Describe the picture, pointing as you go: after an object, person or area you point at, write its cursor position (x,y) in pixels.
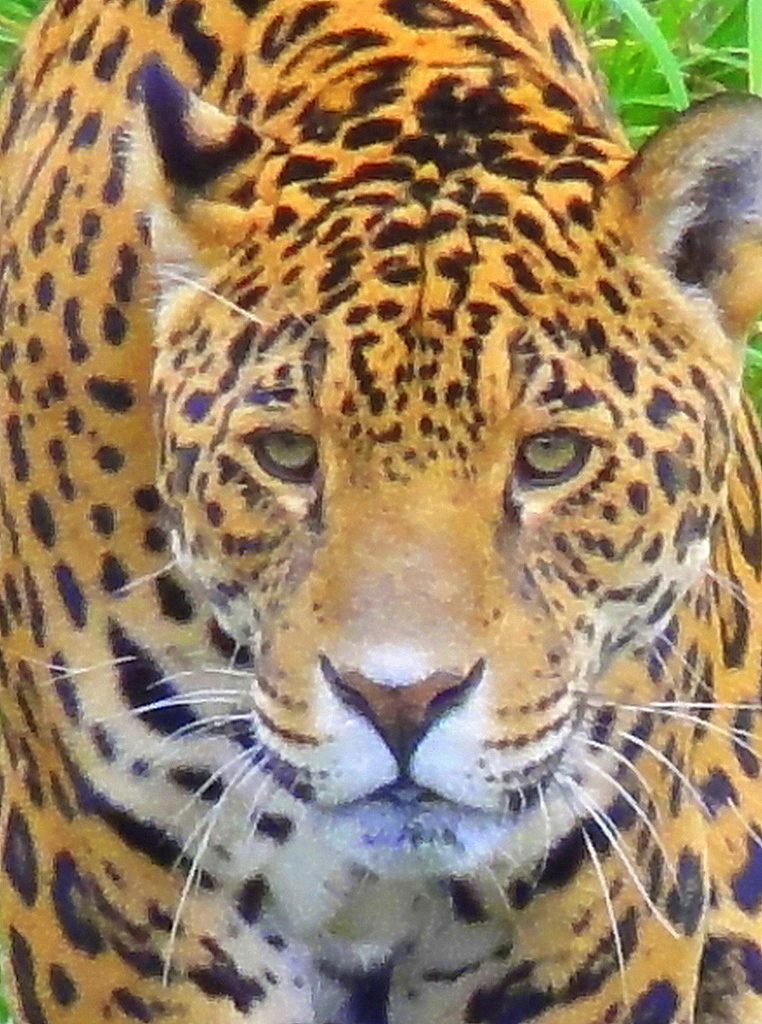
In the foreground of this picture (403,919), there is a jaguar (397,881) and in the background (669,85), there is the grass (668,79).
